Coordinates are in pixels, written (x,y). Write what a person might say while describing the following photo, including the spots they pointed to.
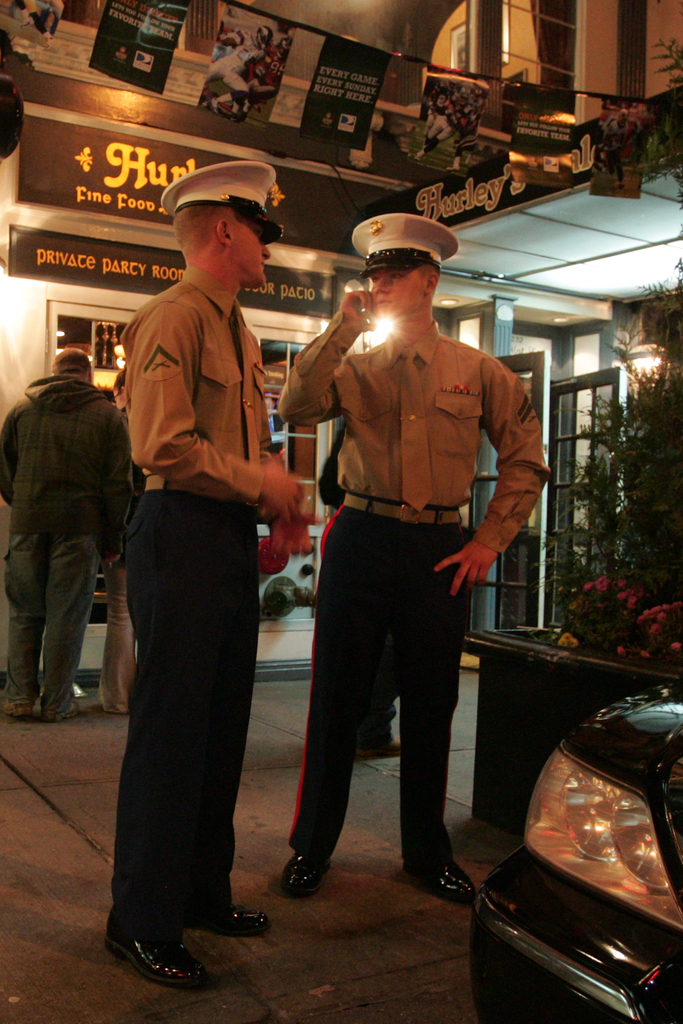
In this image we can see these two people (212,629) wearing uniforms (244,327), caps (406,266) and shoes (462,875) are standing on the floor (371,963). Here we can see the car (575,778), we can see the plants (584,493), store (453,266) where a few people (37,591) standing and boards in the background (131,145).
